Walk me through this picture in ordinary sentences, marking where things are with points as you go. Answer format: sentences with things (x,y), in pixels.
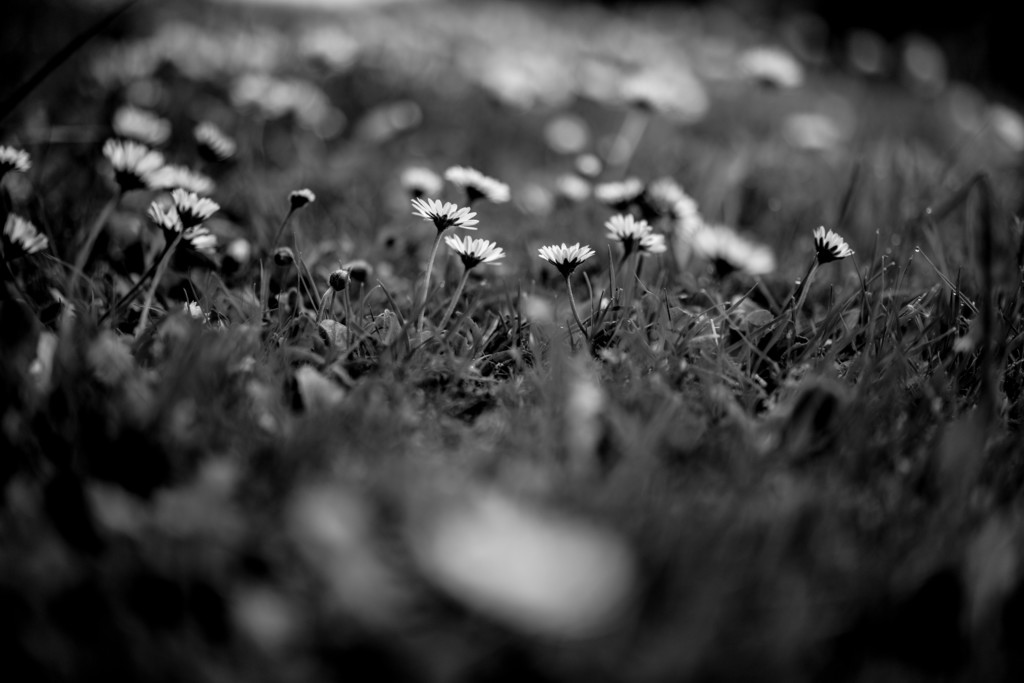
In the picture we can see a white and black photography of a grass plants surface (741,676) with flowers (832,253) and flower buds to it.
